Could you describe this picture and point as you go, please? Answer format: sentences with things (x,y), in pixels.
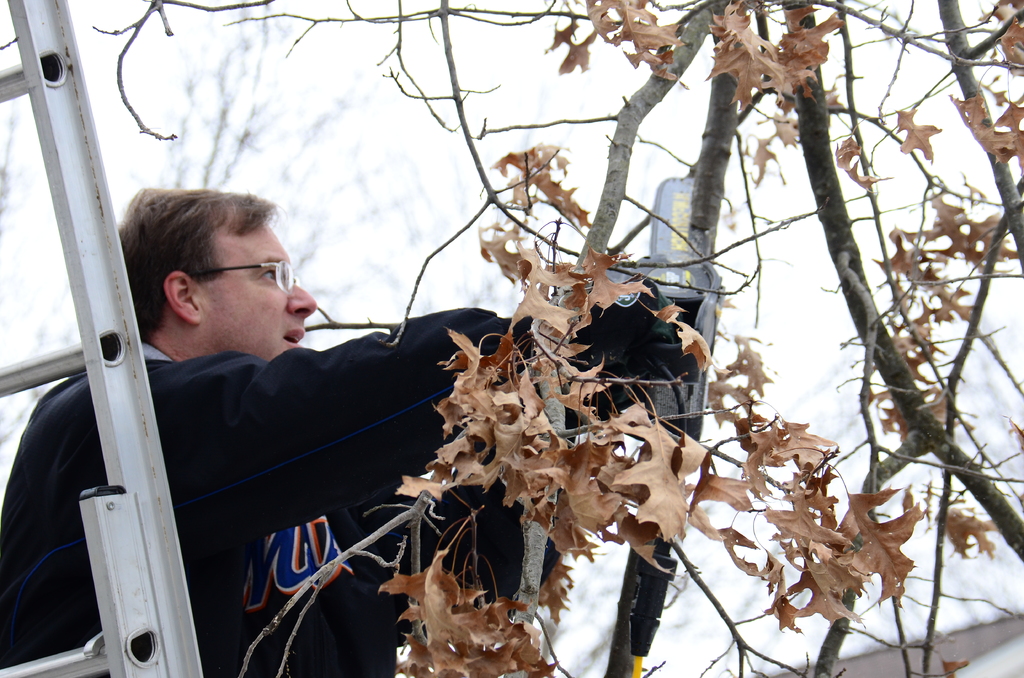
In this image there is a man (103,476) standing in front of ladder (130,602) holding something beside the tree (654,447).
